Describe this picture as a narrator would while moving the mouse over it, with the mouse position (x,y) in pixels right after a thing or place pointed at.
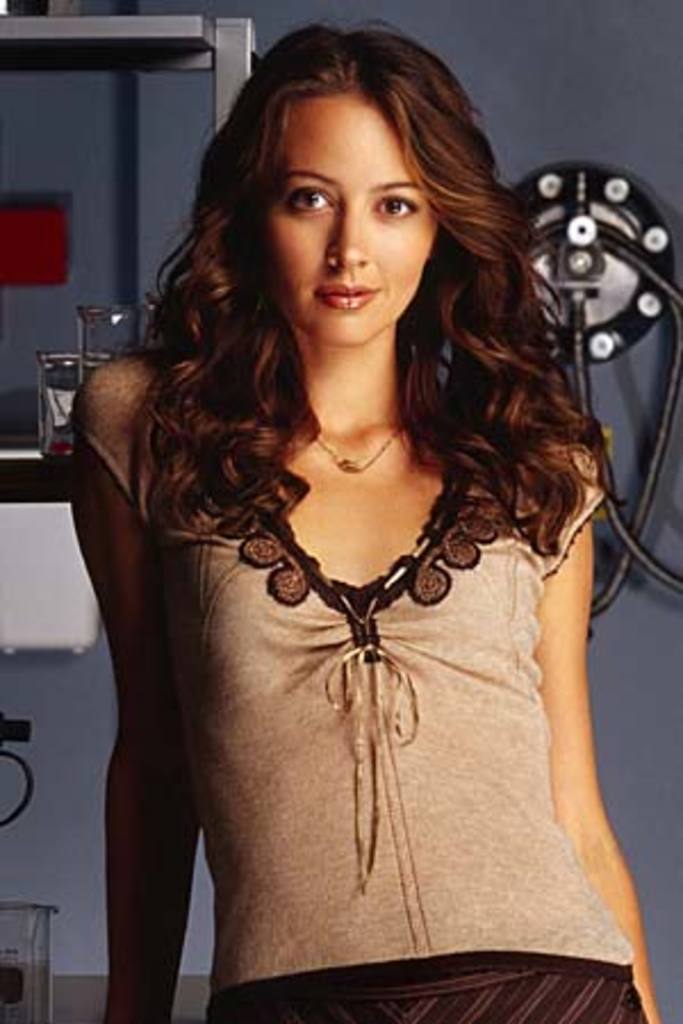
In this picture we can see a woman (393,621), she is smiling and in the background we can see a wall (642,808) and some objects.
